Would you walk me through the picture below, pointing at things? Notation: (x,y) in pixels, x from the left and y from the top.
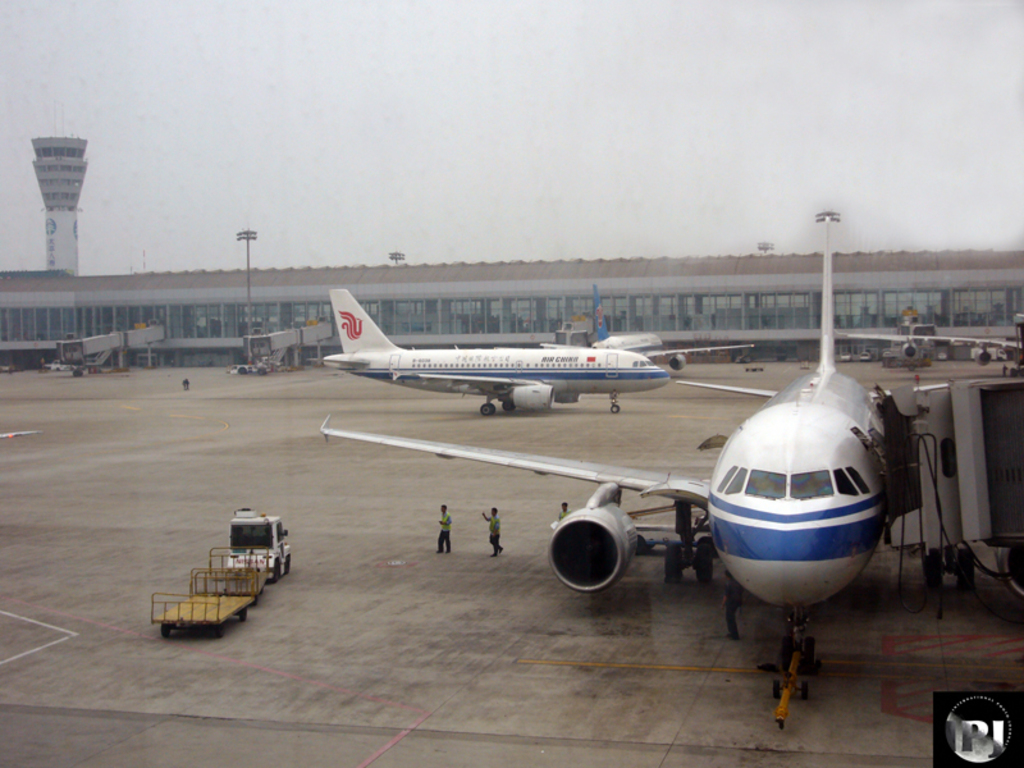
This is an outside view. Here I can see few aeroplanes (565,376) on the ground (536,491) and there are few people (447,527). On the left side (213,566) there is a vehicle (202,573) on the ground (106,680). In the background (355,298) there is a building (492,295). At the top (456,136), I can see the sky (542,108).
